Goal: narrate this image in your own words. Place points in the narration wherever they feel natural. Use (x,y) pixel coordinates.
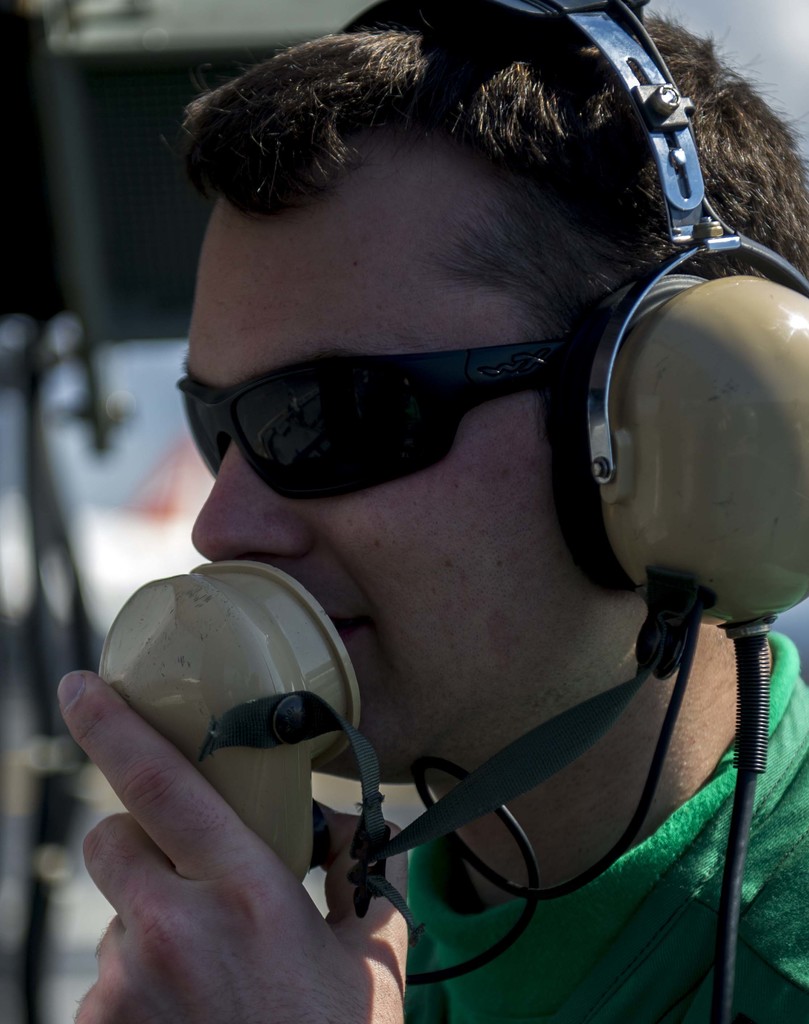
A man (529,572) is speaking in the microphone (345,747), he wore headset (686,234), spectacles (502,360), t-shirt (708,806).
